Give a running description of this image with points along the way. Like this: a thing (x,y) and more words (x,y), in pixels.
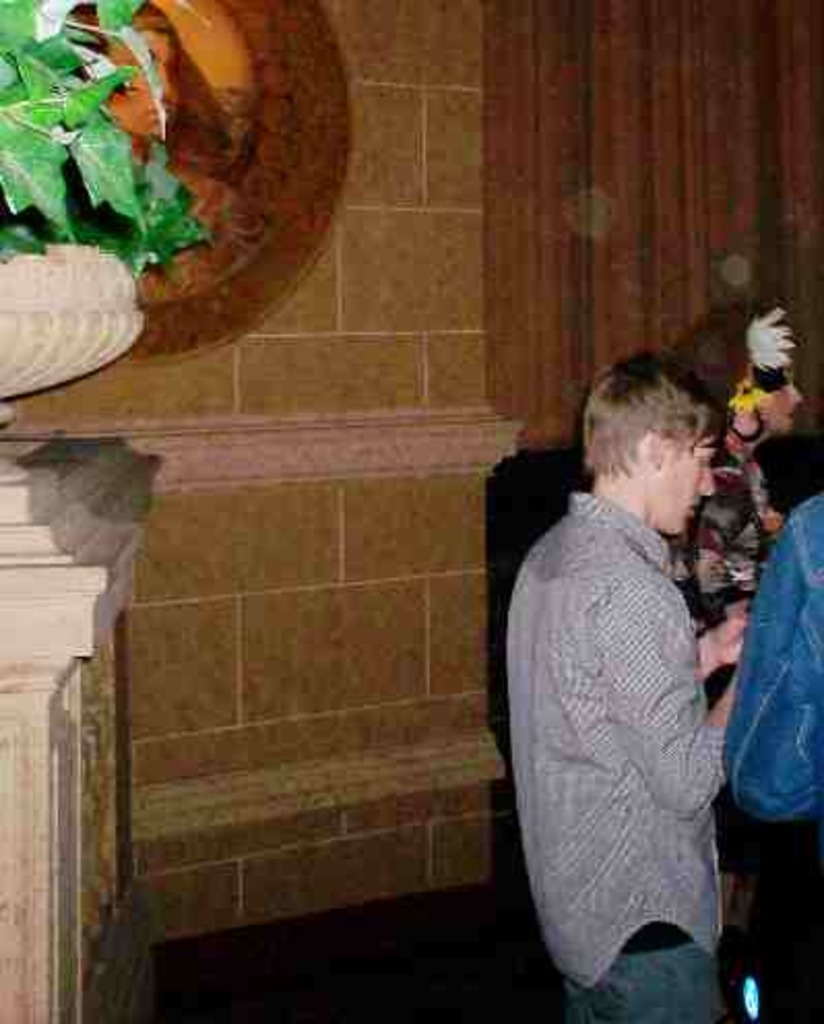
On the right side (706,648) some people (703,754) are standing. In that one person (721,513) is having flowers (753,354) on the head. In the back (357,365) there is a brick wall (371,412). On that there is something hanged. On the left side (52,312) there is a pot (69,253) with plants (99,190).
